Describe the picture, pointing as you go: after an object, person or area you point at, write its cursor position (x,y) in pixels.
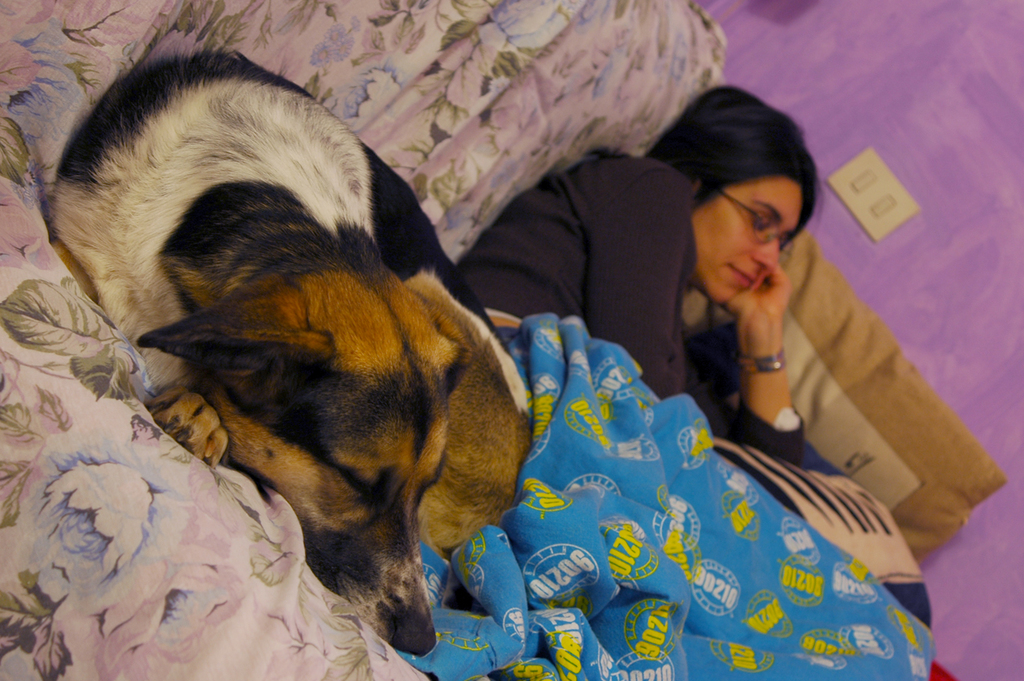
In this image there is a lady person (653,260) and a dog (366,232) who are sleeping on the couch (110,558).
